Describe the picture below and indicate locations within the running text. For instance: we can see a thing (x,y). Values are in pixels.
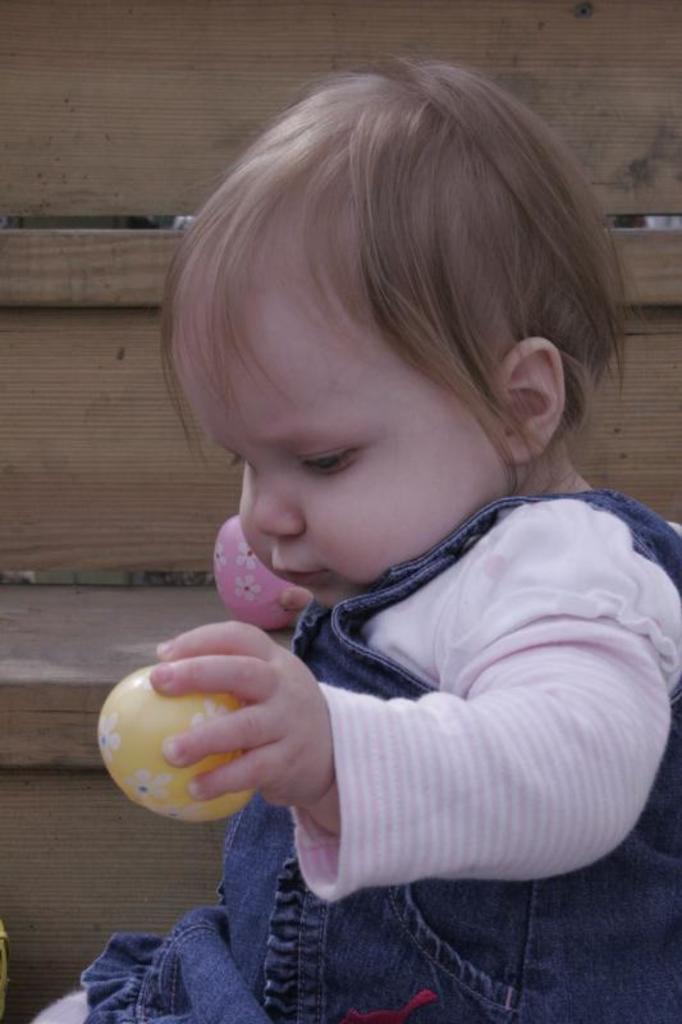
In this image there is a wooden staircase (82,498), there is a kid (318,722) holding objects (259,604).
